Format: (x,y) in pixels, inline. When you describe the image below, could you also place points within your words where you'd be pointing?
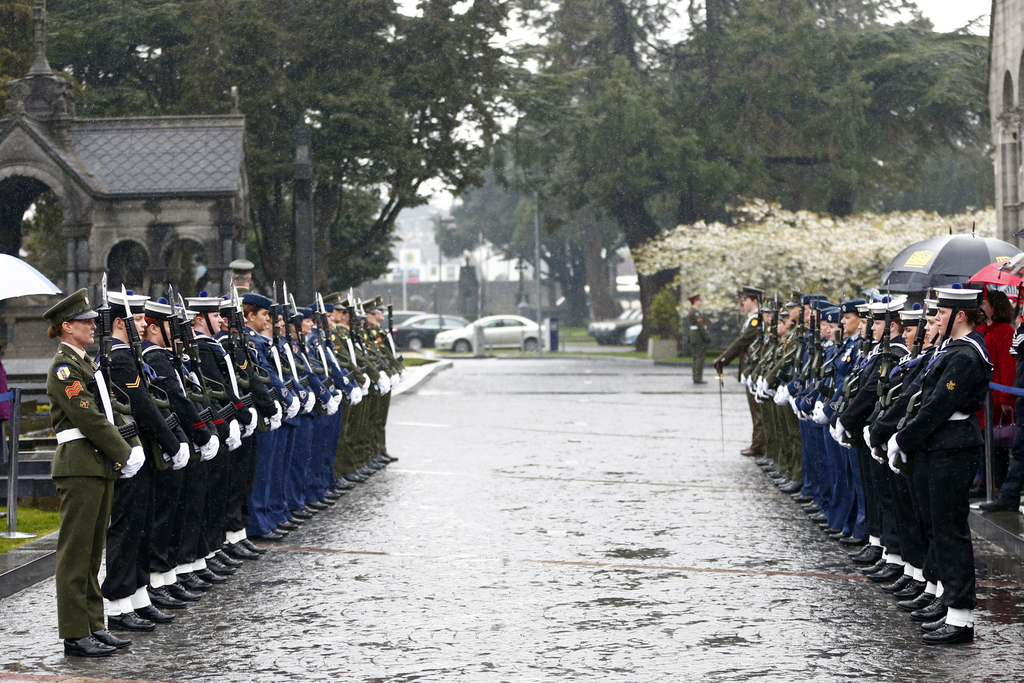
In the picture we can see a path (818,657) and on both the side of the path (832,662) we can see the people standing in the uniforms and holding the guns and far away from them we can see some cars (398,326) are parked and behind it we can see the wall (505,309) and behind it we can see some houses (461,271).
